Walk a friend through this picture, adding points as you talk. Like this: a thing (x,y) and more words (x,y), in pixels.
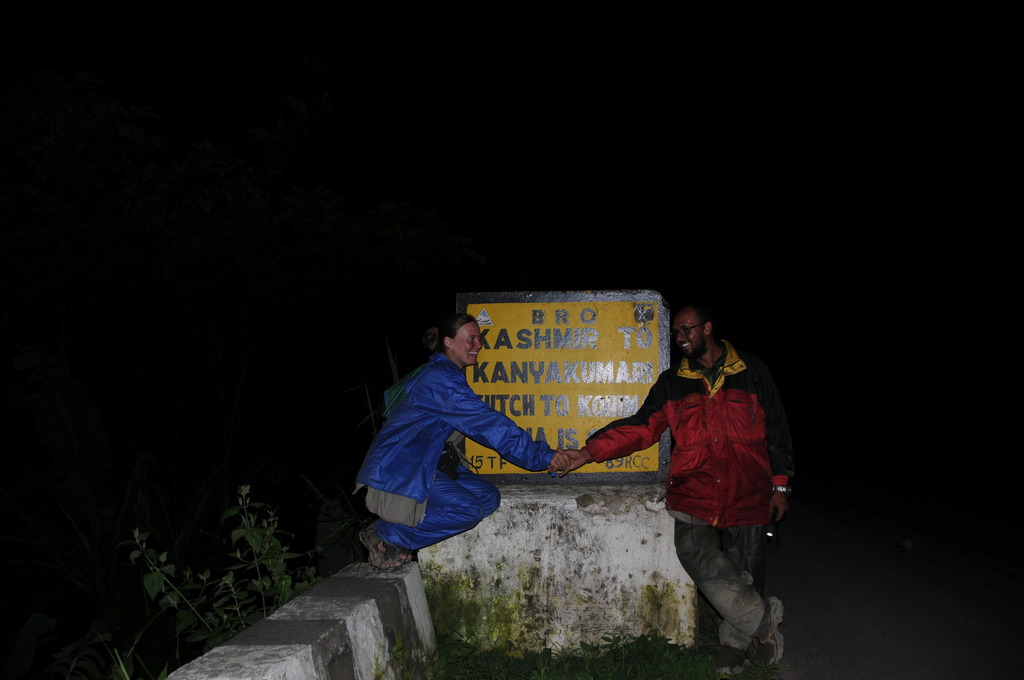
In this image we can see plants (460,674), road divider (399,627), people (459,470) and information (560,371) on the stone (559,334). Background (703,151) it is dark.
